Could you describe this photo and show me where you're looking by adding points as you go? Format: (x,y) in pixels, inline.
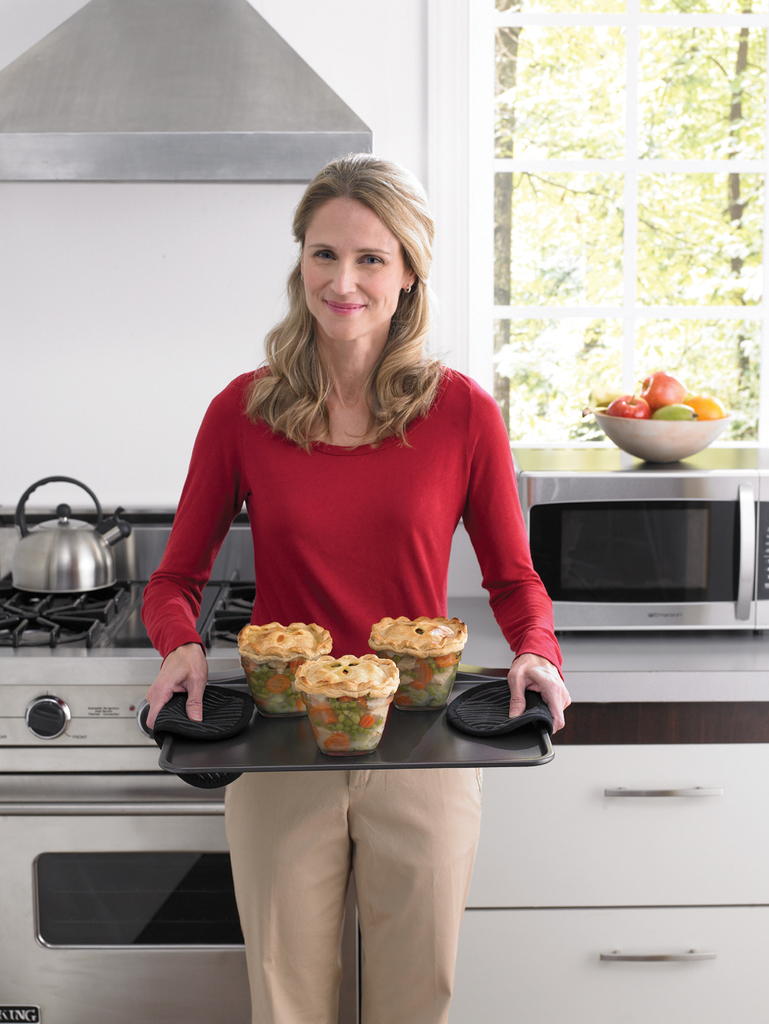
In the middle of the picture (379,490), we see the woman (431,365) in the red T-shirt (376,468) is standing. She is holding a tray (432,739) containing three bowls (335,694). She is smiling. Behind her, we see the countertop (599,641) on which microwave oven (651,619) is placed. We see a bowl (620,420) containing fruits (612,413) are placed on the oven (663,469). On the left side (116,764), we see a gas stove (106,707) on which kettle (97,570) is placed. At the top (52,74), we see the chimney (141,112). In the background (156,312), we see a white wall (278,275) and the glass window (564,206) from which we can see the trees (594,180).
